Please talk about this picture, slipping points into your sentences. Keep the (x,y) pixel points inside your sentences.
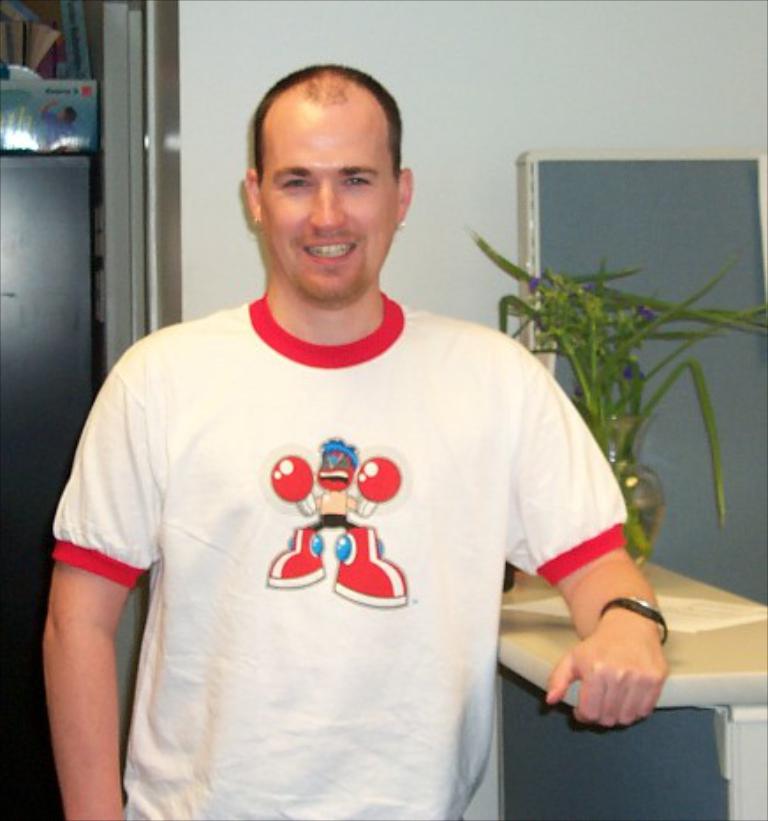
In this picture we can see a person (199,525), he is smiling and in the background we can see a wall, pot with a plant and some objects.
